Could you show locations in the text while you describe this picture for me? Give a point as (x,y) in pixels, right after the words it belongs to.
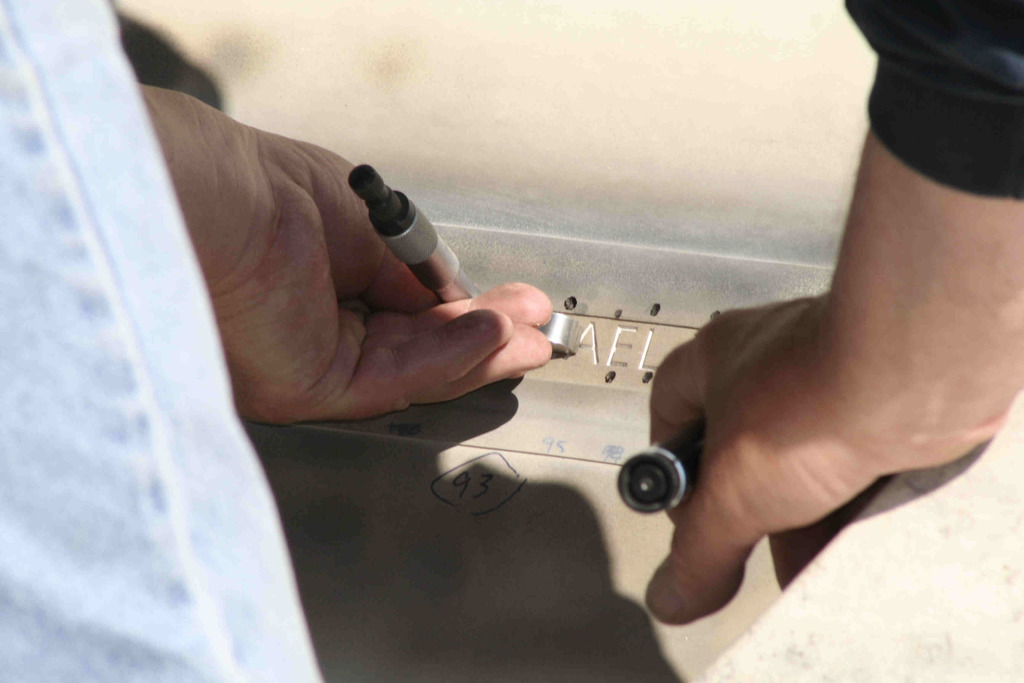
In this picture there are two hands (749,483) in the center of the image (420,246), by holding tools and there is a metal sheet (600,284) in the center of the image (513,391).
